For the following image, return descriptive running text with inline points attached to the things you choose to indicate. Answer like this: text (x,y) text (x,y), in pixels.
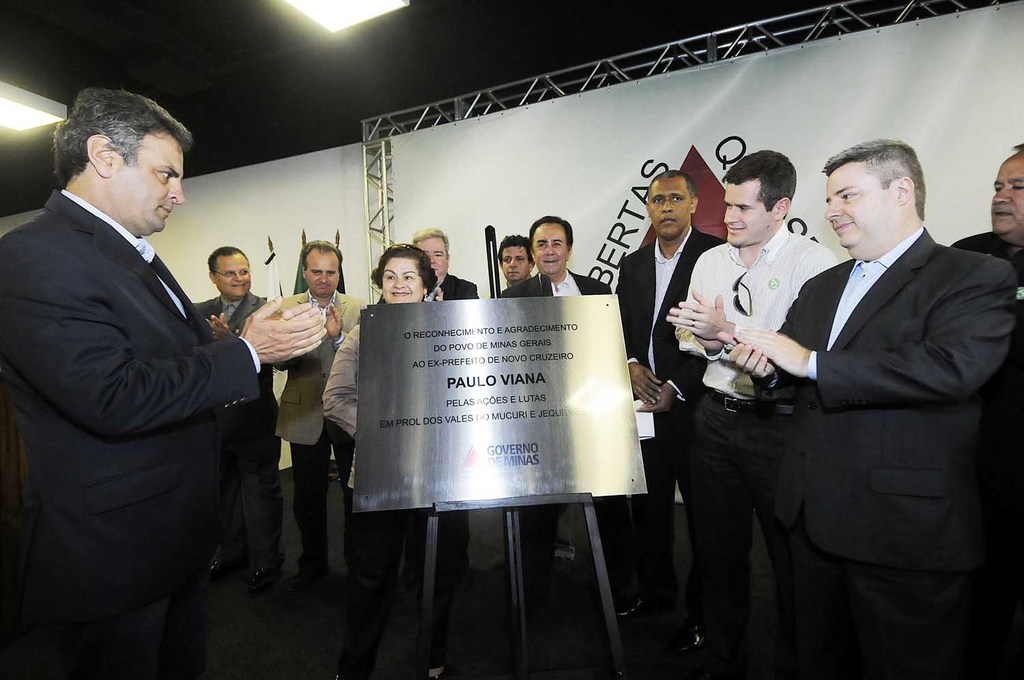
In this picture we can see some people (699,391) standing here, in the middle (570,350) there is a board (505,430) and a stand (597,560) here, we can see a light (370,17) at the top of the picture (348,2), in the background (522,170) there is a banner (579,176).
